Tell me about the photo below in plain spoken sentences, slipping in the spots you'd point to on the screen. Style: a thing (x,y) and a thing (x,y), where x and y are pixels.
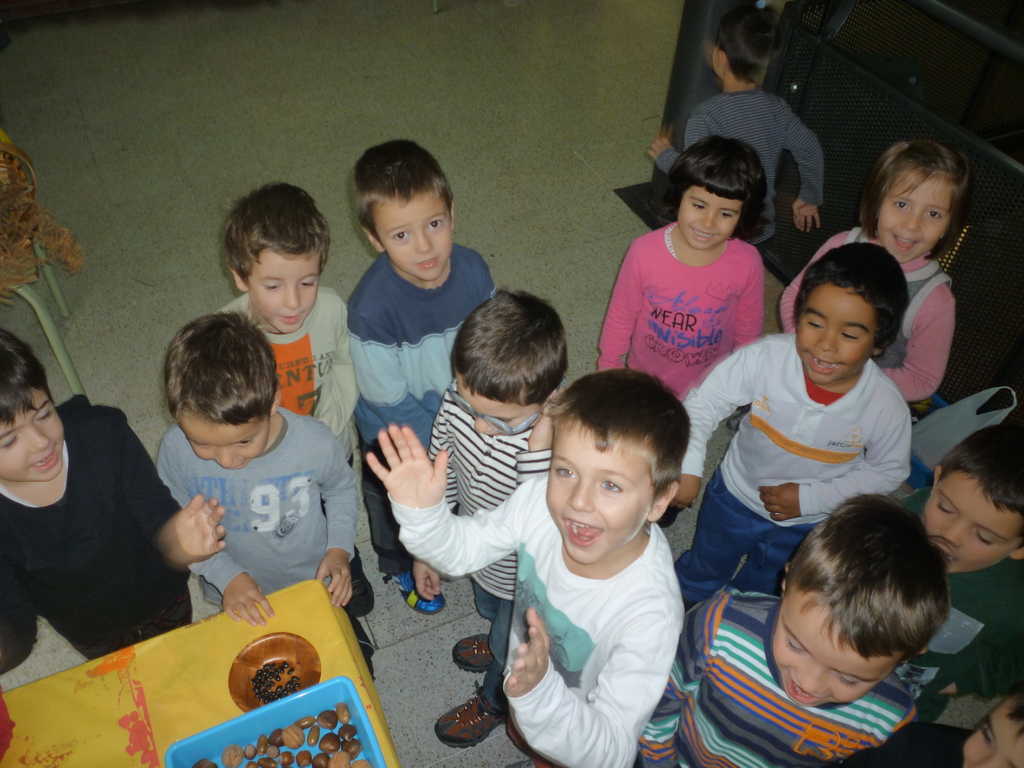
In this image we can see some children (496,344) standing. And we can see some objects (277,645) on the table (264,634).
